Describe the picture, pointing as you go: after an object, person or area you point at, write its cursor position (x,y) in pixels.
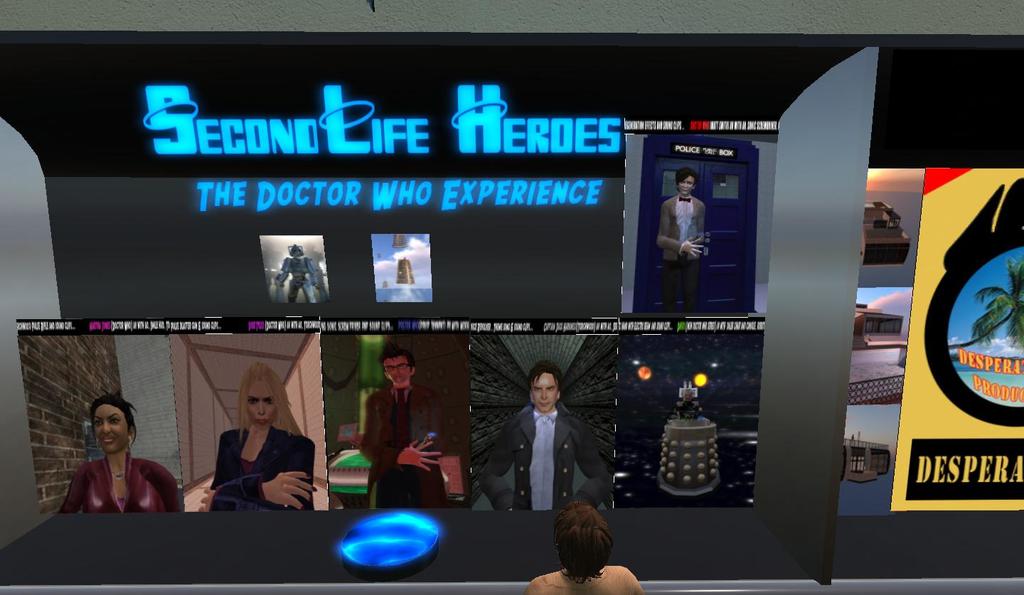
This is a graphic image. On the screen (639,258) we can see the interface (446,411) of game. There are some photos (125,425) of anime character (680,390). In the right (946,459) there is a board (946,459). In the foreground (582,566) a person (583,567) is standing. There is a blue button (412,544) over here. On the top (169,113) something is written.
